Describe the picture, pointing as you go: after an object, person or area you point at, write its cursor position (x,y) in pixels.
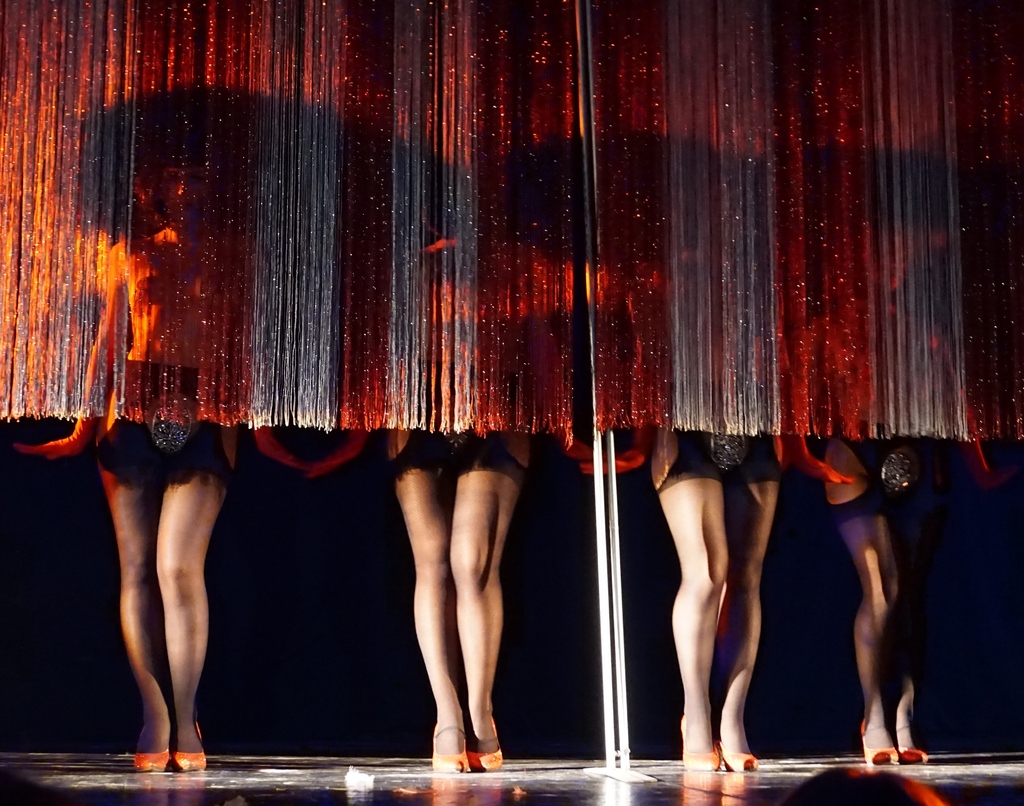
In this image in the center (636,438) there are some persons (205,549) who are standing and there is one pole (589,293) and some threads (166,176) are hanging, at the bottom (440,783) there is floor (677,802).
